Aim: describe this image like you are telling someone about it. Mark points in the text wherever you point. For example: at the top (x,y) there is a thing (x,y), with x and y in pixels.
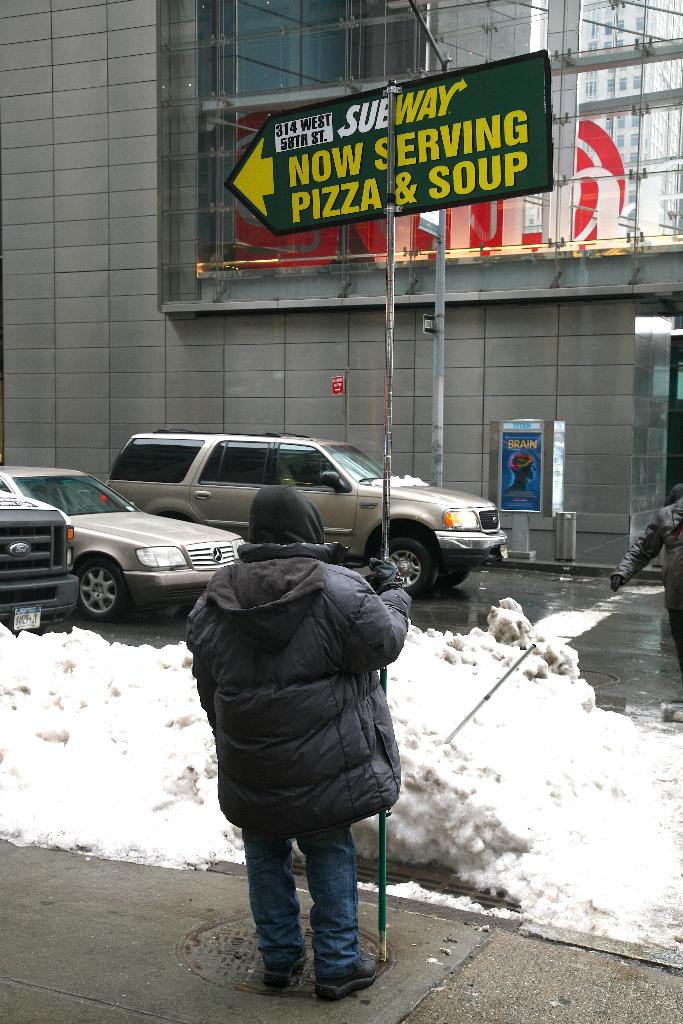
In this picture we can see the man (340,671) standing in front (318,695) wearing a puffer jacket (340,715). Behind there is snow (416,811) on the road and some cars (120,558) are parked on the road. In the background (308,410) we can see green color shop naming board (374,178) and building (336,78) with glass window (552,210).
